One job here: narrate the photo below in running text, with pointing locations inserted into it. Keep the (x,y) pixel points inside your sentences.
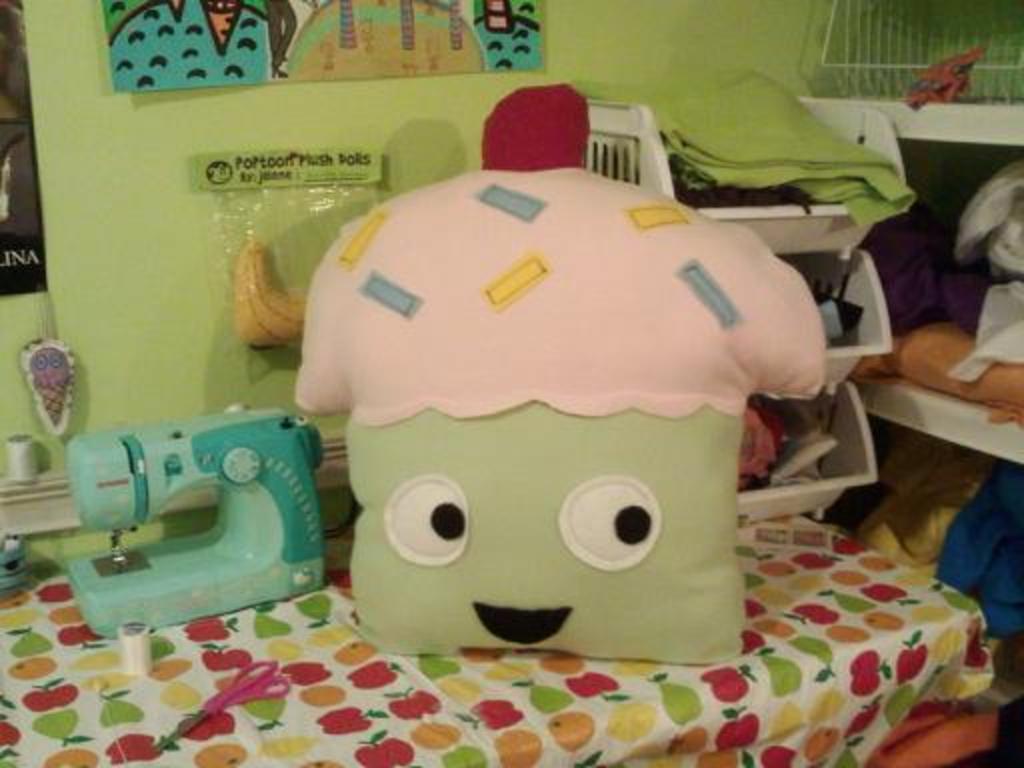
In this picture we can see pillow (388,513), machine (104,578) and objects (17,542) on the stand (370,687) and we can see clothes (723,118) in stand (825,436). We can see clothes (907,300) and objects (949,89) on shelves (985,144). In the background of the image (237,183) we can see packet (218,198) and boards (40,247) on the wall (672,44).
